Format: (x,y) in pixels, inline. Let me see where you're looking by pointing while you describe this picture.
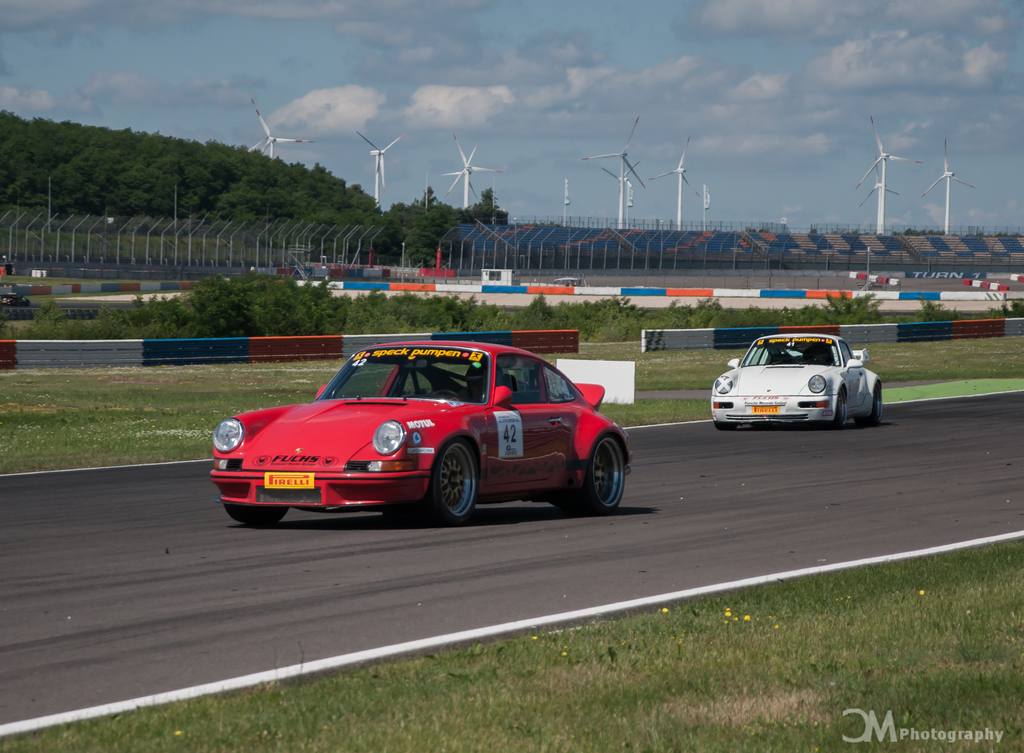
In the foreground of this image (586,428), there are two cars (627,439) moving on the road (642,570) and on either side, there are trees (255,316), fencing poles (487,254), stadium (789,251), wind fans (881,214), sky (799,177) and the cloud (744,121).
